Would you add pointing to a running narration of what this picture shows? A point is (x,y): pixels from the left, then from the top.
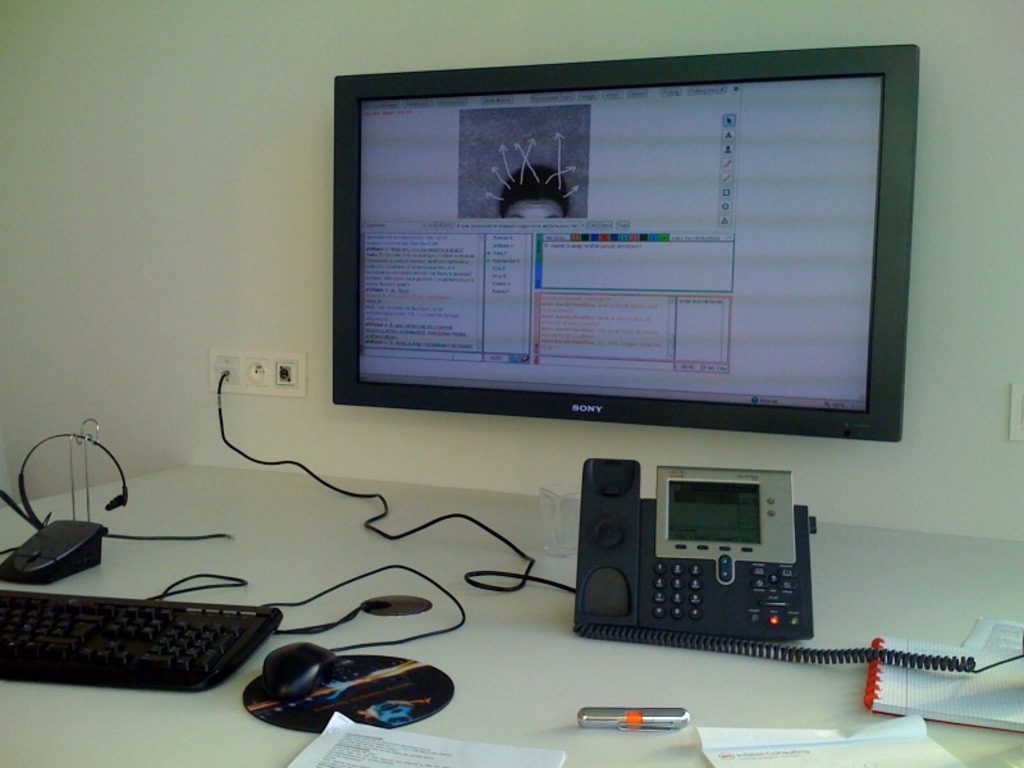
This image is taken inside a room (545,103). In this image there is a wall (231,326) with a screen (548,228) on it with text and a switch board (266,392). In this image there is a table (963,549) with keyboard (120,647), headset (89,511), mouse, mouse pad (435,684), telephone (723,633) and few papers (978,705) on it.
